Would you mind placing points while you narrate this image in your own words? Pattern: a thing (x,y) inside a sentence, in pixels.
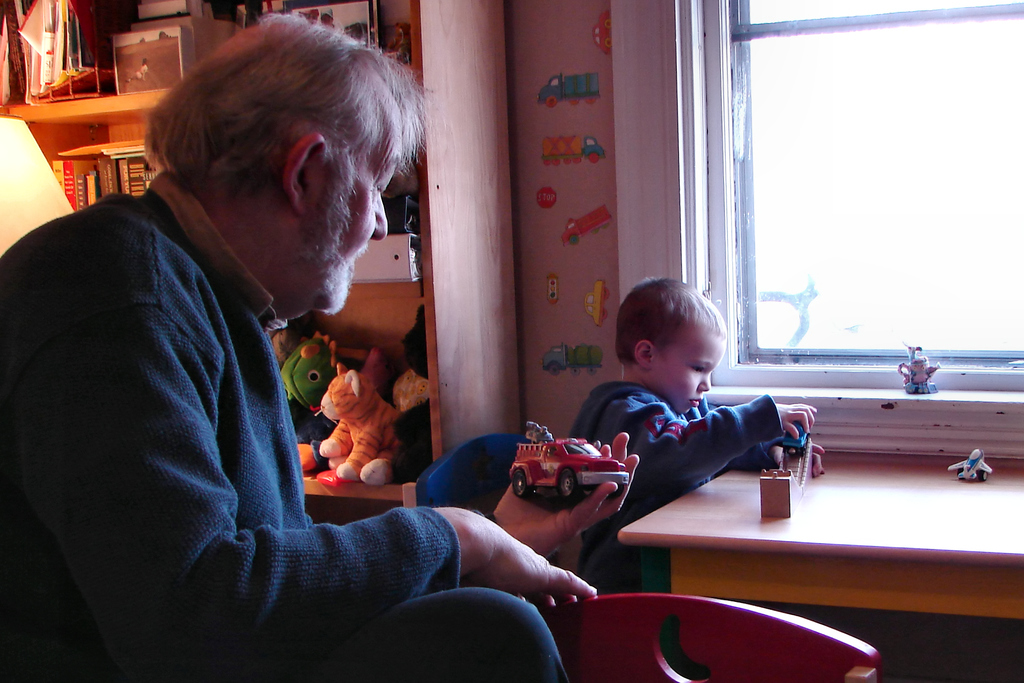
In the left (315,596) a man (370,537) is sitting and holding a toy (517,490) in his hands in the right (768,230) there is a window (896,211).
